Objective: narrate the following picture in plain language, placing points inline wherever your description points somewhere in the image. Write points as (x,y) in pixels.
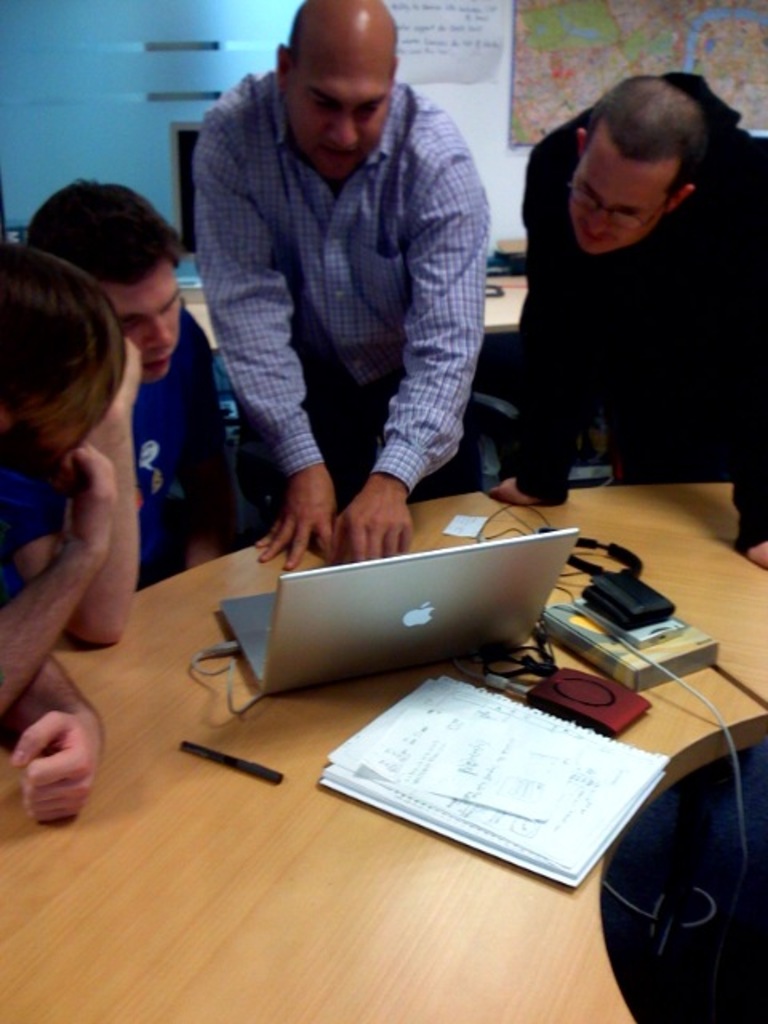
In this image there are four people (359,318), two (364,262) standing. On the table (266,721) there is a laptop (284,616), book (540,797), pen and charger board (611,709).
